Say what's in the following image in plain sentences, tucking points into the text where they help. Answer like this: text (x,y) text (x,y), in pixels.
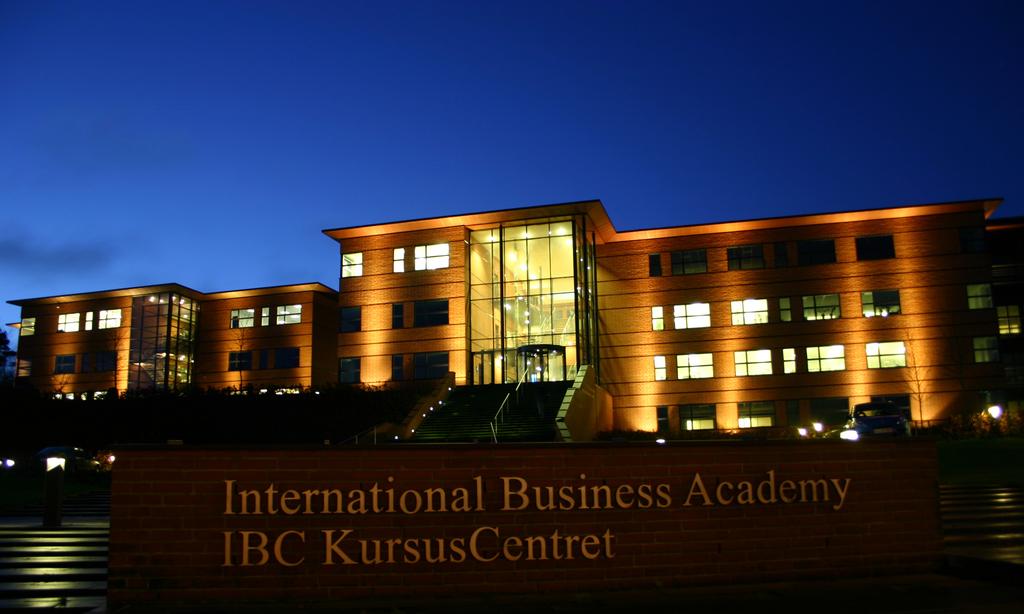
In this image there are few buildings (499,329). Before it there is a staircase (461,427). Beside it there are few trees (290,420). Bottom of the image (795,484) there is some text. Top of the image (600,111) there is sky (800,135). Right side (862,419) there is a vehicle (875,424). Right bottom there are few stairs (972,550).
